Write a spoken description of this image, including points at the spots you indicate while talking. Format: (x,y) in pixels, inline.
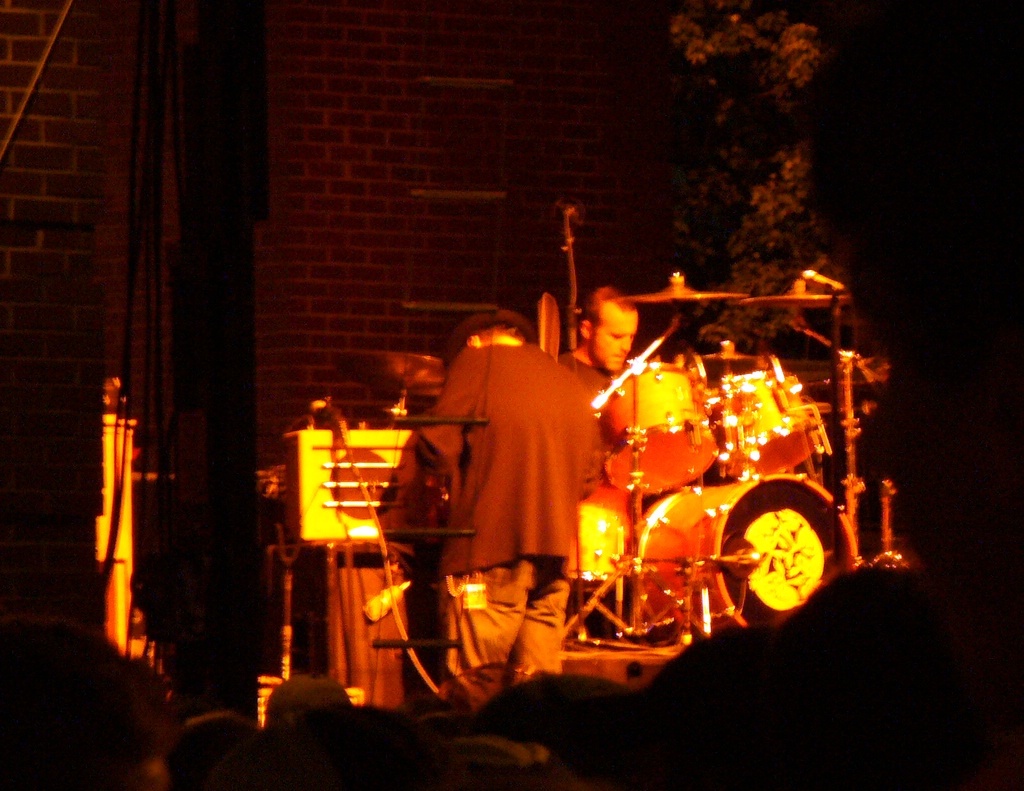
In this picture we can see there are two people (520,535) on the stage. In front of the people (493,466) there are music instruments (798,440), behind them tree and a wall (554,125).
